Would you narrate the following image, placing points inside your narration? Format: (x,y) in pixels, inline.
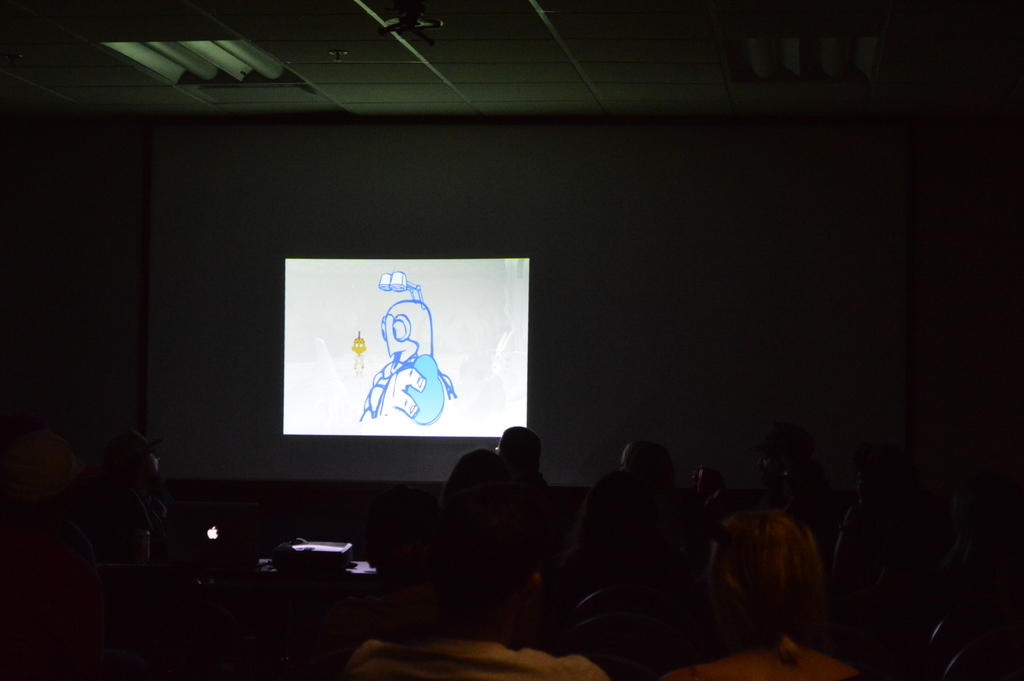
In this image I can see the group of people (603,555). In-front of these people (501,510) I can see the screen (453,306) and there is a ceiling (300,62) in the top (300,62).
